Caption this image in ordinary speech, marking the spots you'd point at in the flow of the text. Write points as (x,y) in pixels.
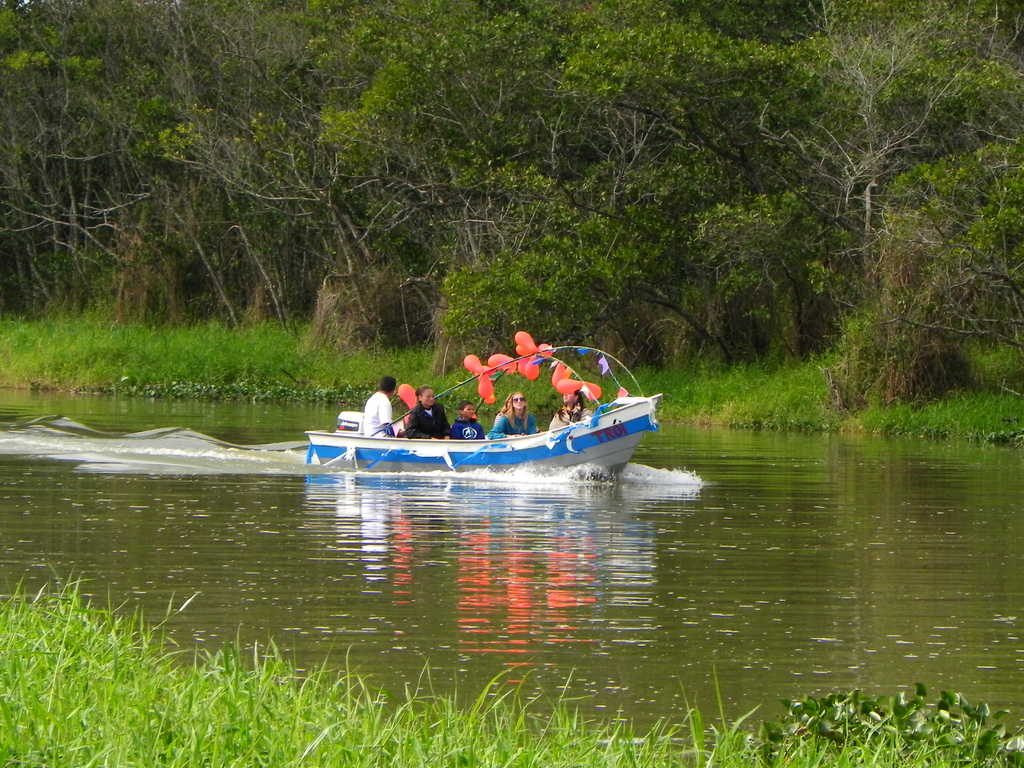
There are group of people (509,407) sitting on the boat (439,442). These are the balloons (520,365). This is the boat (421,442), which is moving on the water (739,516). This is a grass (488,735). These are the trees (374,143) with branches (812,206) and leaves (643,38).
